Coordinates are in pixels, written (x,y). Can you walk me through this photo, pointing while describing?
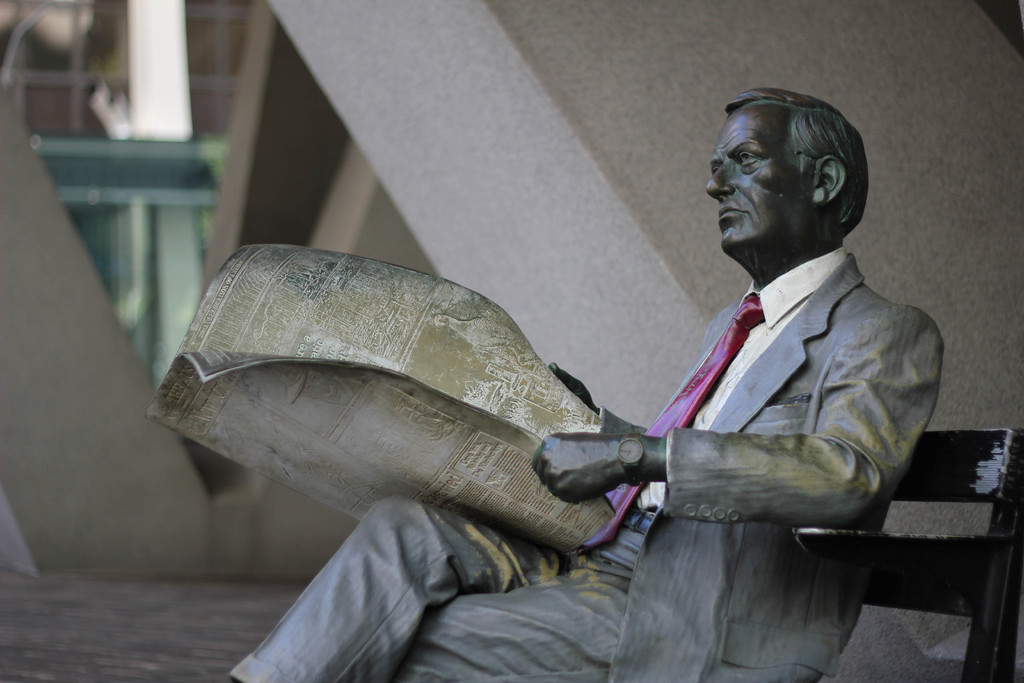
In this image, we can see a sculpture (835,210) sitting on the bench (888,537) and holding a paper (486,476). In the background (179,551), image is blurred.
